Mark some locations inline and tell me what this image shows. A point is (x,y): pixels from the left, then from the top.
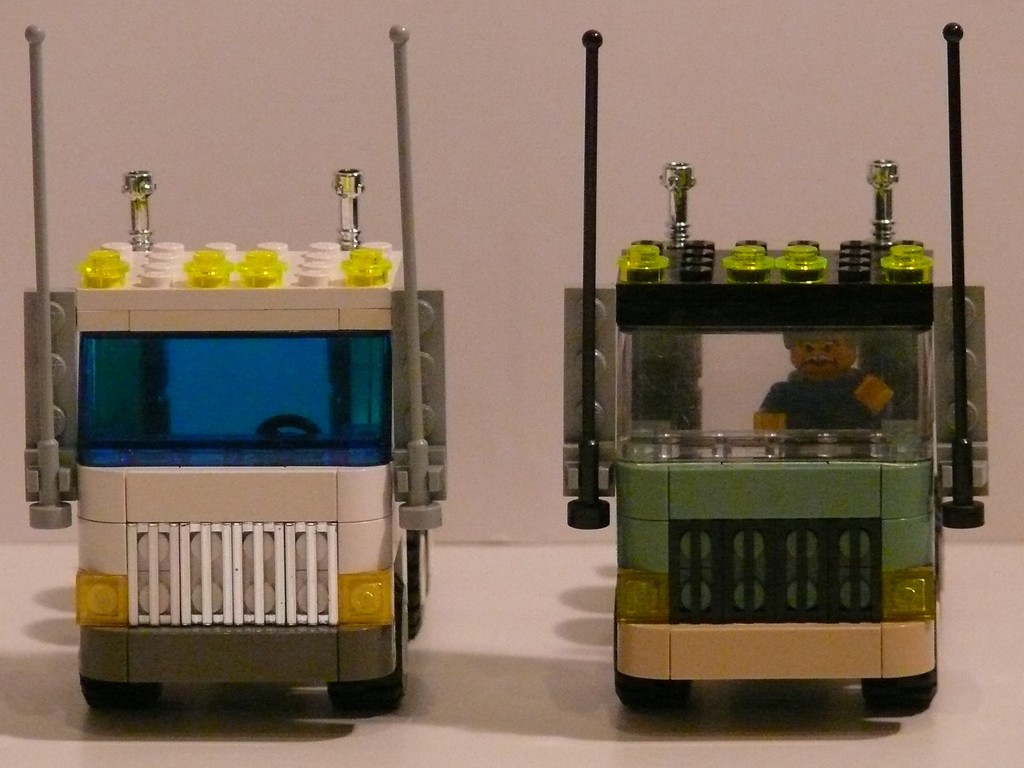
In this picture we can see the toys (675,564). At the bottom of the image (604,713) we can see the floor (524,691). In the background of the image (984,231) we can see the wall (515,134).
